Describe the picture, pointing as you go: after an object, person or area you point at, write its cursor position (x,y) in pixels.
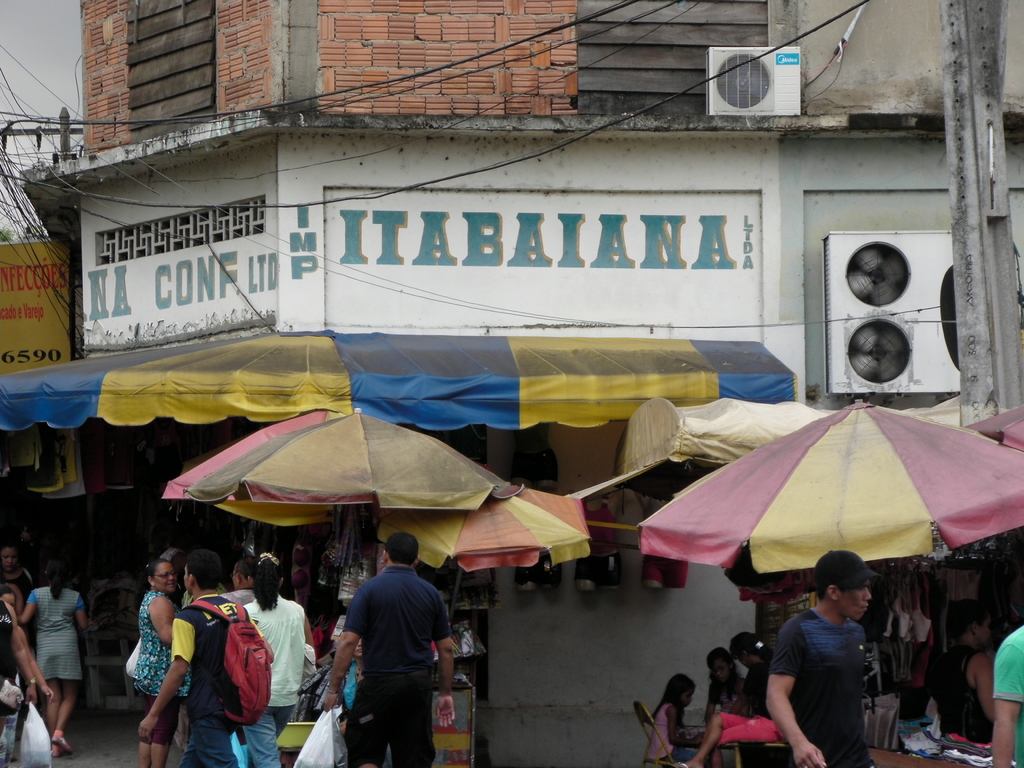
In this image there is a building (437,281) and stalls (537,409), there are a few canopies (369,491), beneath the canopy (856,534) there are few objects (923,598) in front of that there are a few people (673,710) sitting and standing and few are walking, there are a few boards (20,262) and banners (21,275) with some text (417,263) and there is a pole (1001,337) connected with cables (21,200). In the background (32,79) there is the sky (40,89).
